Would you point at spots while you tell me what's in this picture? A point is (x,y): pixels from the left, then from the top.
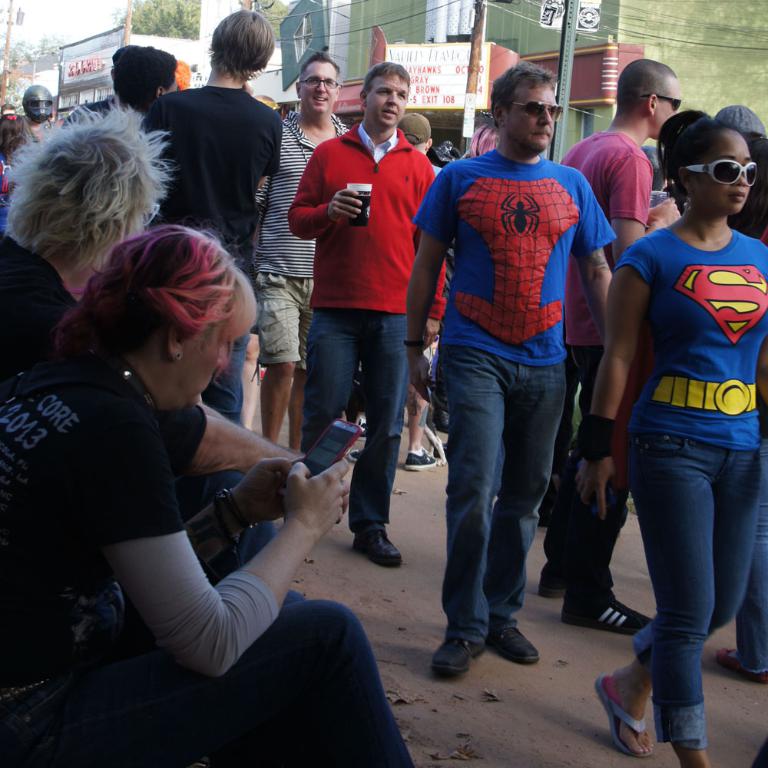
This picture shows buildings (308,47) and few poles (567,7) and we see few people (375,304) are standing and a man (337,171) holding a cup (361,194) in his hand (338,201) and walking and we see few people (371,662) seated and we see a woman (242,516) holding a mobile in her hand (309,478) and another women (719,562) walking and we see trees (195,8) and a human (47,112) wore a helmet (38,101) on his head (41,87).
